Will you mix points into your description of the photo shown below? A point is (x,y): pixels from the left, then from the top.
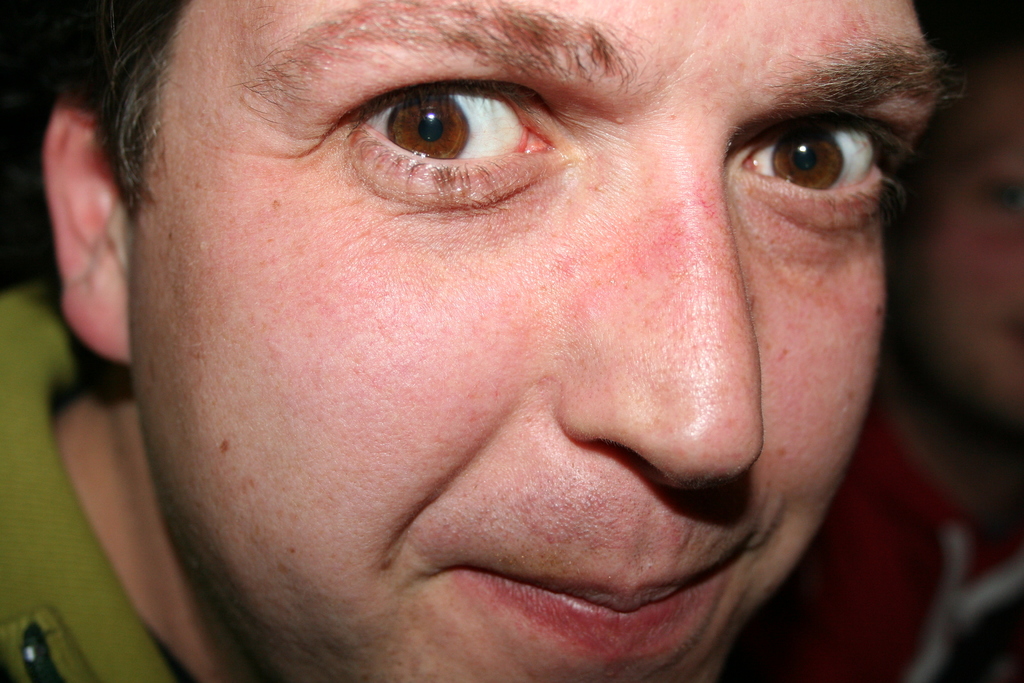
In this image we can see a person's face (539,288) and blur background (1008,172).
